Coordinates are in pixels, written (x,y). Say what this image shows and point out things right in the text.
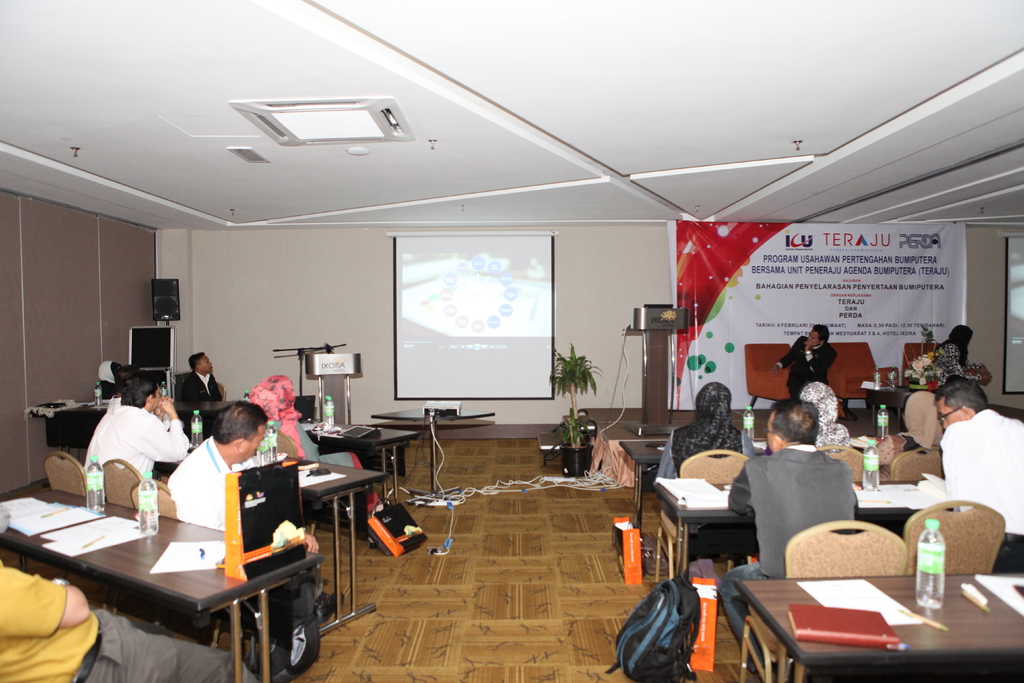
The image is taken inside a room (415,104). In the center of the image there is a screen (504,372). There are benches (1011,660). There is a chair (915,524). There are bottles (877,484), papers (823,600), books (839,622), pens (926,622) placed on a table (968,634). There are people (233,457) sitting on the chairs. In the background (715,330) there is a board (844,326), a plant (586,382), a speaker (159,307) attached to the wall (190,307). There is a bag (654,641).
